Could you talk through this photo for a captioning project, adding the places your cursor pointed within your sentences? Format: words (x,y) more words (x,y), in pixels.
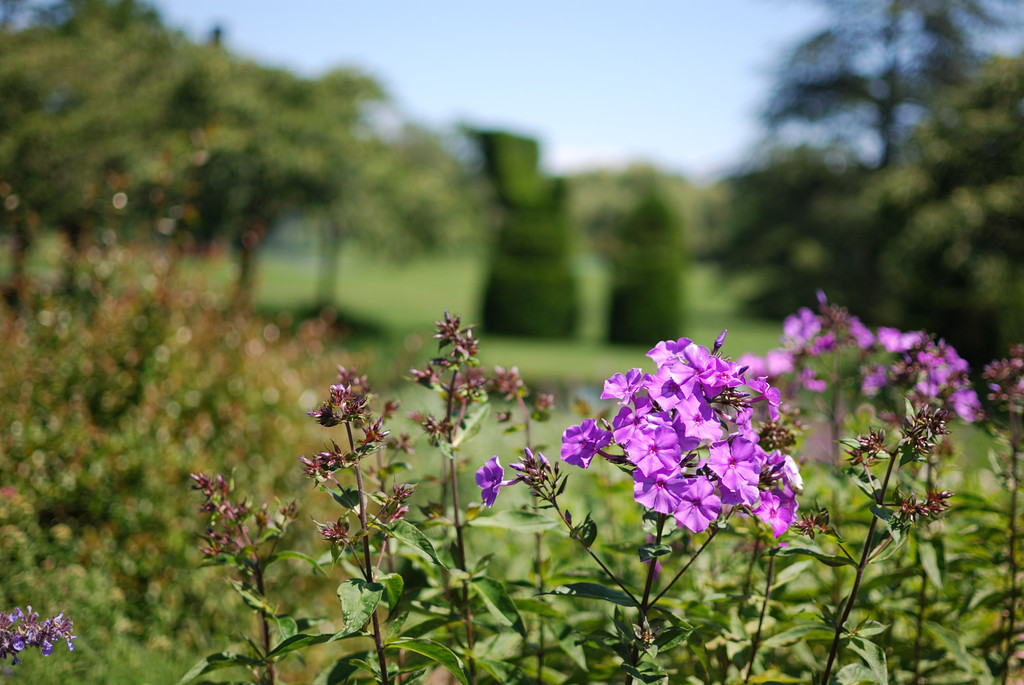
In this picture there is a purple color flower plant (667,473). Behind there is a blur background (979,177) and some trees (170,208).
